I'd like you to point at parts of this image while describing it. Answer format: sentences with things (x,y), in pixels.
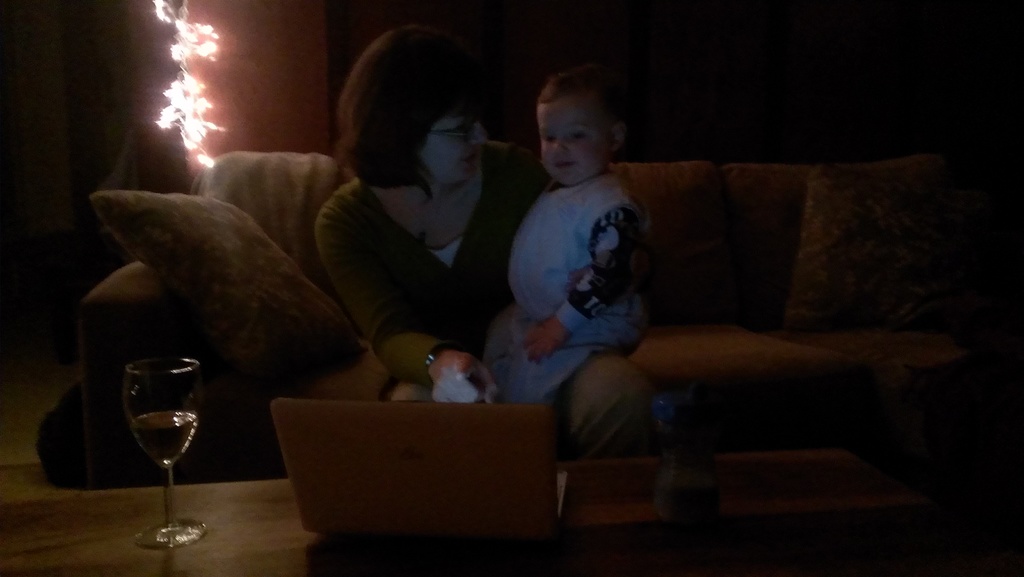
There is a woman (399,310) sitting on the couch (377,374) and a small boy (550,335) sitting on woman's lap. This is a couch (278,191) and a cushion (229,276) placed on it. This is a table (309,546) where a laptop (424,459) and a wine glass (162,523) are placed. At background (205,160) I can see lights (201,55).
